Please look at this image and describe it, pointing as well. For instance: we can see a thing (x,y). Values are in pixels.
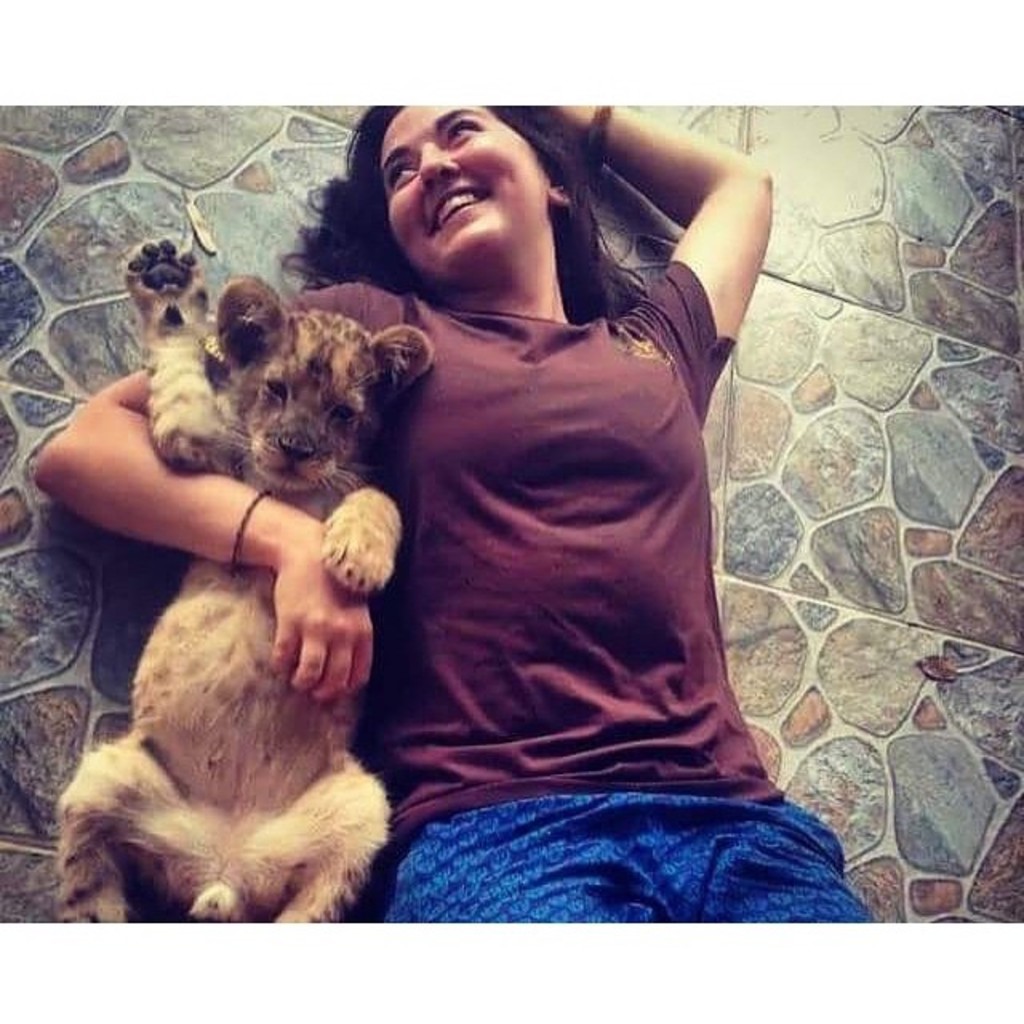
This is a picture of a woman (480,541) in brown t shirt (519,564) holding a lion cub (256,692). Background of the woman (577,560) is a tiled floor (812,567).
